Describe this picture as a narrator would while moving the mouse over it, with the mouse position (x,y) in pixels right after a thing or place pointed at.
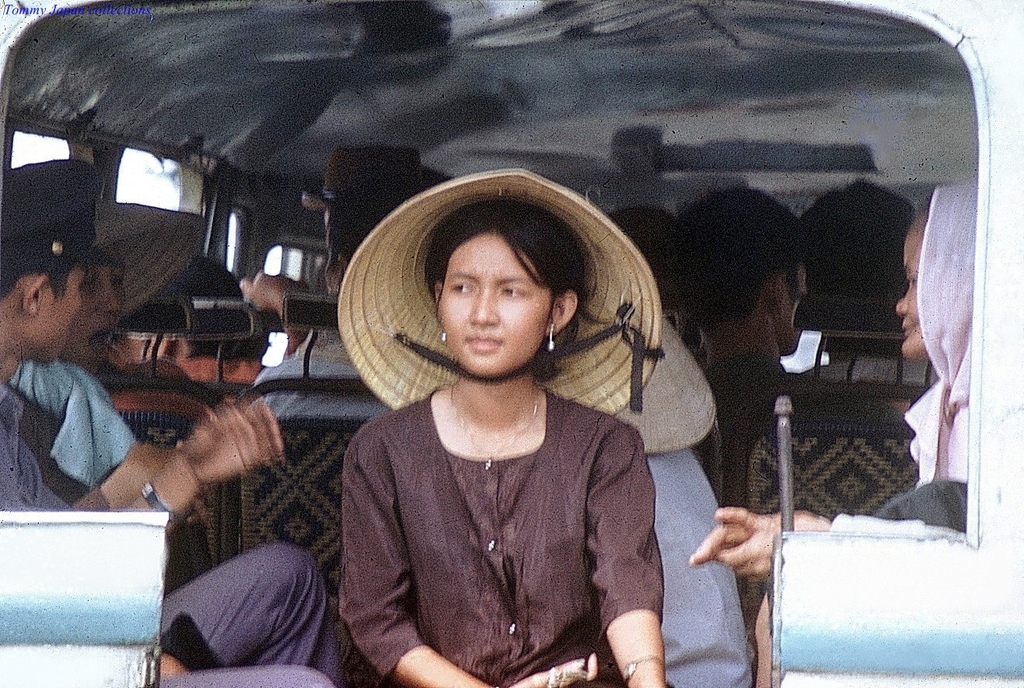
In the picture I can see a few persons (821,308) sitting in the vehicle (640,191). In the foreground (588,415) I can see a woman (466,515) and there is a woven cap (599,264) on her head (508,328). I can see two persons (51,302) on the left side (70,430) and there is a cap (74,219) on their head (92,227).
